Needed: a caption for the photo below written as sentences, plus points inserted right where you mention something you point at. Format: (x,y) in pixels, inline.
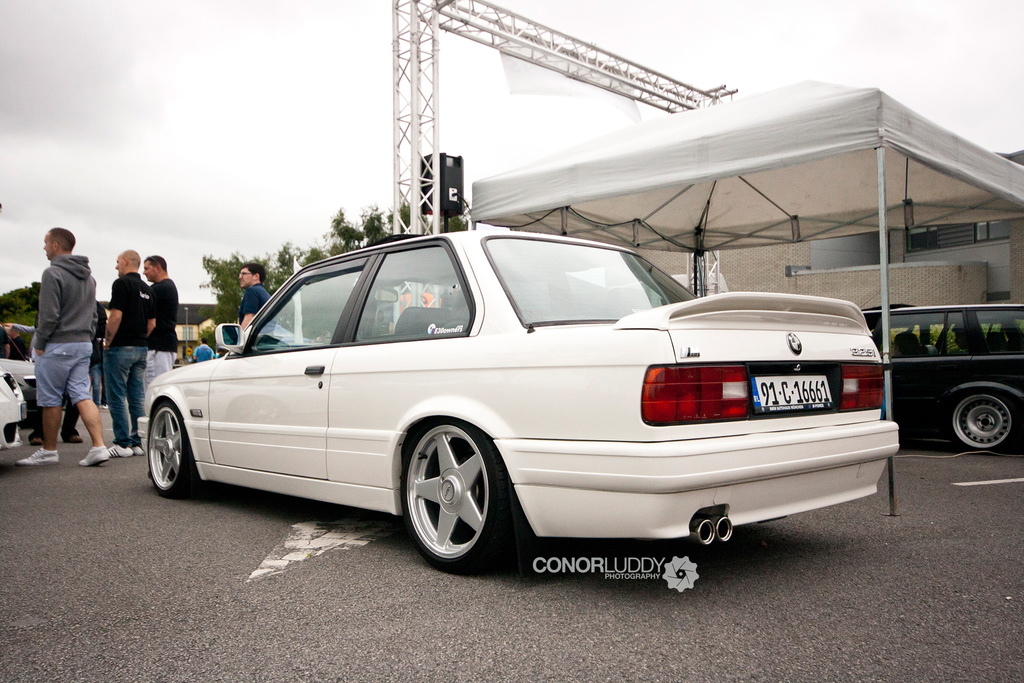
In this image we can see some vehicles (532,414) parked on the ground (22,447). On the left side of the image (66,308) we can see a group of people (147,374) standing on the ground (141,470). In the center of the image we can see a speaker (456,202) on stand (447,229), metal frame (407,171) and group of trees (366,239). On the right side of the image (959,179) we can see a tent (885,177) with poles (885,177) and a building (1016,226). At the top of the image (333,16) we can see the sky (263,89).
